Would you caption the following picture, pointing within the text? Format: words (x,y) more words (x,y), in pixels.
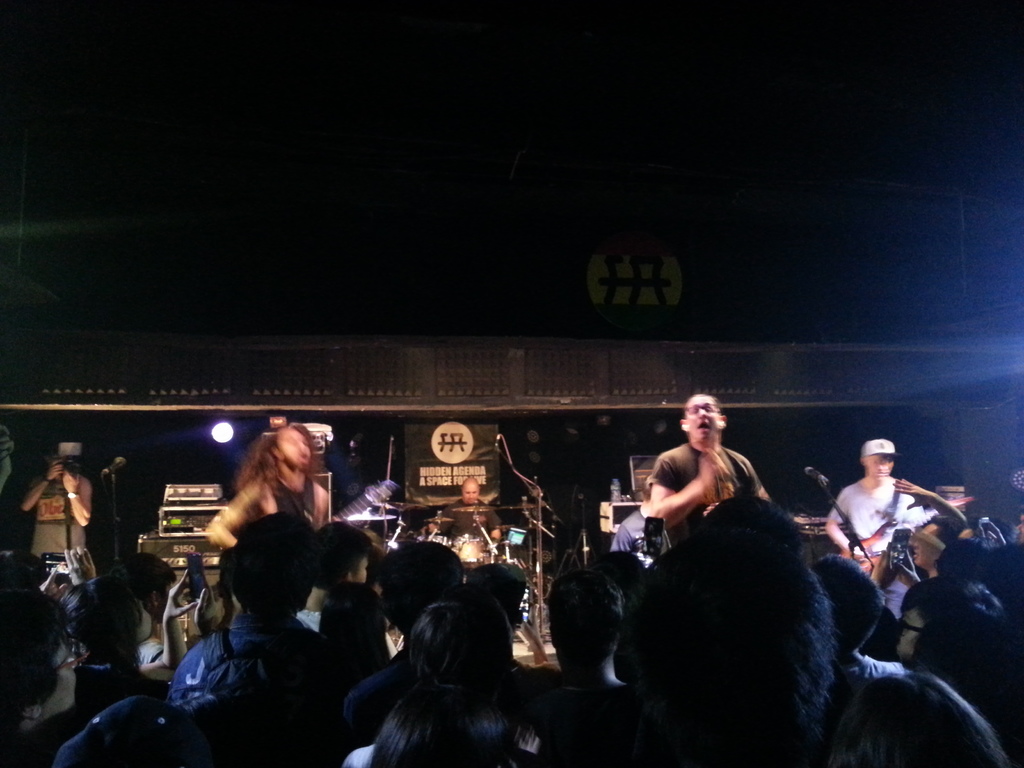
At the bottom (86,598), there are group of people (453,624) standing. Above of that, there are group of people (485,504) sitting and standing, playing a guitar (380,491) in front of the mike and singing a song and playing musical instruments (485,531). The background (654,244) is dark in color. In the left bottom (54,541), there is a person (44,533) standing and clicking photos and a light (215,438) visible. This image is taken on the stage (436,545) during night time.
